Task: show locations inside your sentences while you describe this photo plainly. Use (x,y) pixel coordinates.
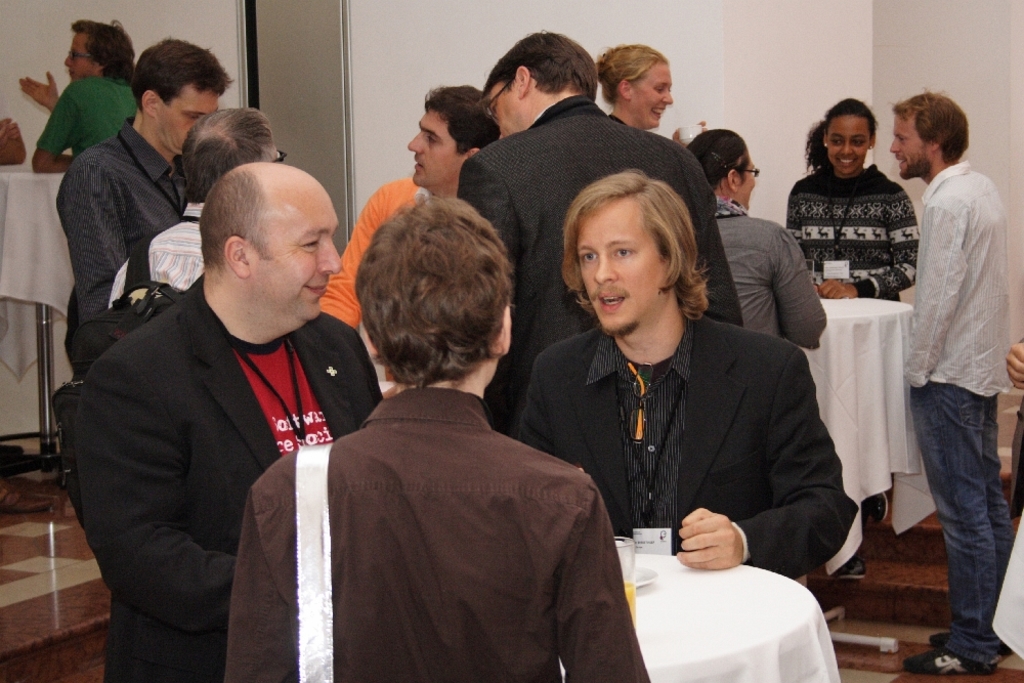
In this image there are group of persons (537,243) standing. In the center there is a table (727,618) covered with a white colour cloth (766,639). On the table (704,630) there is a glass (625,569) and plate (647,576) and on the left side (266,377) the man (250,386) in the center (346,395) is standing wearing a black colour coat (209,441) and red colour t-shirt (275,407) is smiling. In the background (649,121) there is a woman (645,115) smiling and in front of the women (844,204) there are persons (749,241). In the background (514,24) there is a wall (835,41) which is white in colour.
